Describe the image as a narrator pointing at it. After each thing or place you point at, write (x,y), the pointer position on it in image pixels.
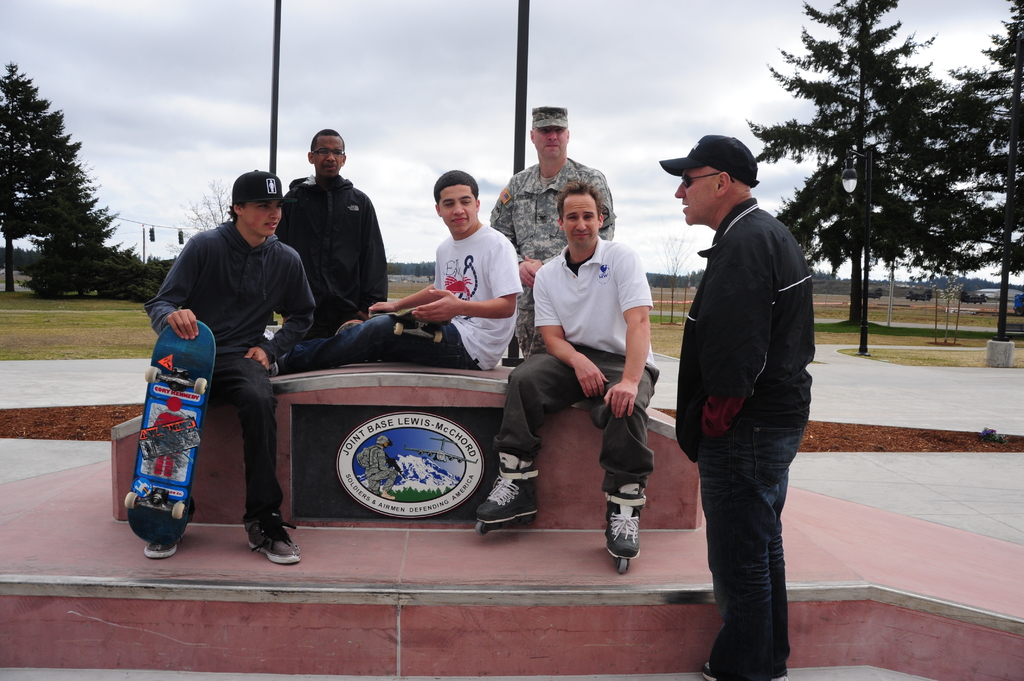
In this picture in the middle (613,352), we can see three people (443,280) sitting on the bench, in that three people (617,367), we can see two people (435,352) are holding a skateboard (409,319). On the right side (733,299), we can see a man (793,270) wearing a black color shirt (795,243) is standing on the land (839,447), we can also see some street lights (1002,347), trees (925,159) on the right side (914,186). On the left side (69,268) there are some trees (64,256), plants (117,258), electrical pole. In the background (304,180), we can see two men (566,181) are standing, trees (397,268), poles (521,83). On the top (441,97), we can see a sky (447,86) which is cloudy, at the bottom (421,592), we can also see grass (938,358) and a land (820,542).
